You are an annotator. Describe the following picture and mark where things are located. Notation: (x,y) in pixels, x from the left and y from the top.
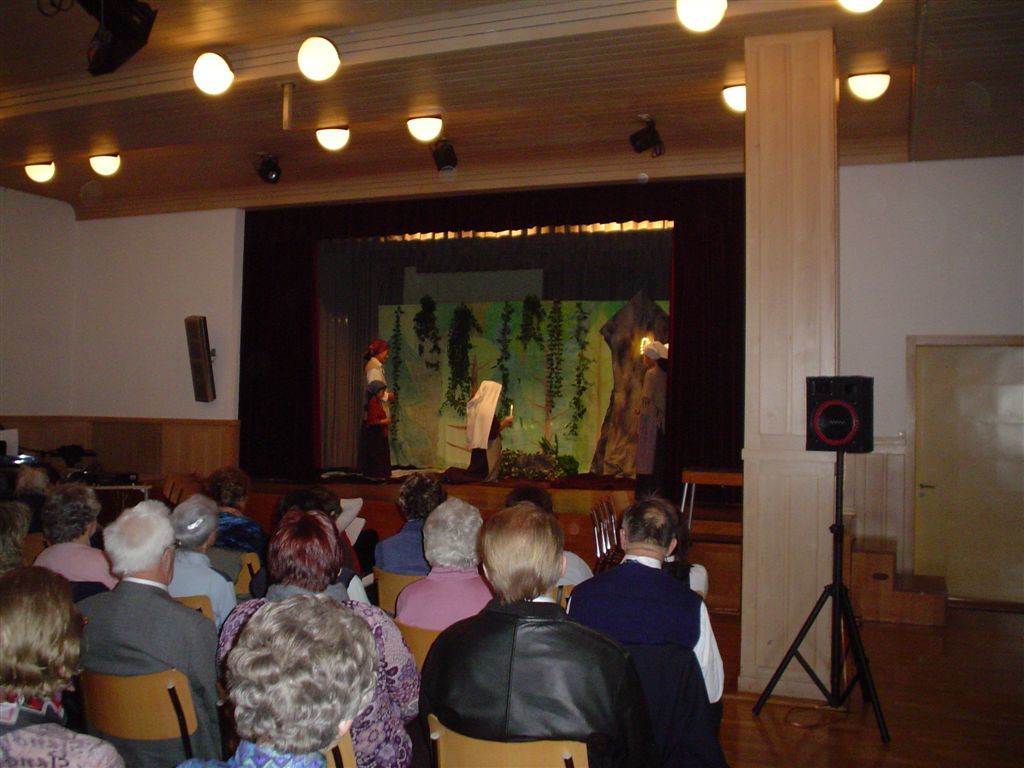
At the bottom of the image (207,584) there are people (508,561) sitting on chairs (249,562). In the background of the image (650,433) there are people (666,353) performing an act on the stage (519,322). At the top of the image (331,42) there is a ceiling (138,59) with lights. To the right side of the image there is a door (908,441). There is a speaker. To the left side of the image (111,363) there is wall (105,239).
